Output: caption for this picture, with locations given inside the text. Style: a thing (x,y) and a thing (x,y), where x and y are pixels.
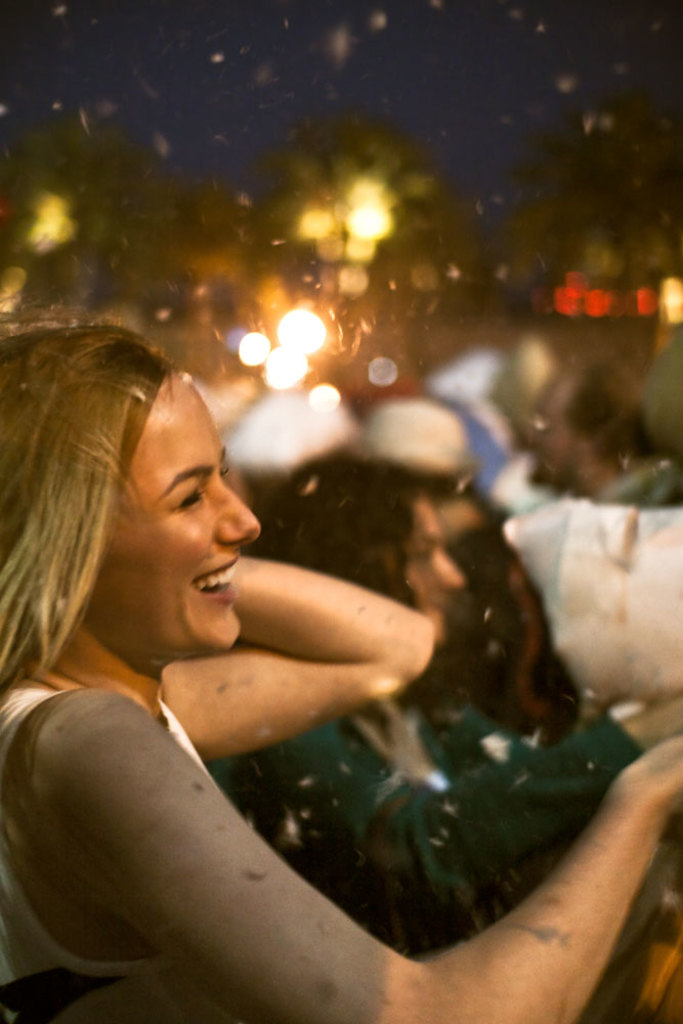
In this image, we can see a person (256,905) on the blur background.
